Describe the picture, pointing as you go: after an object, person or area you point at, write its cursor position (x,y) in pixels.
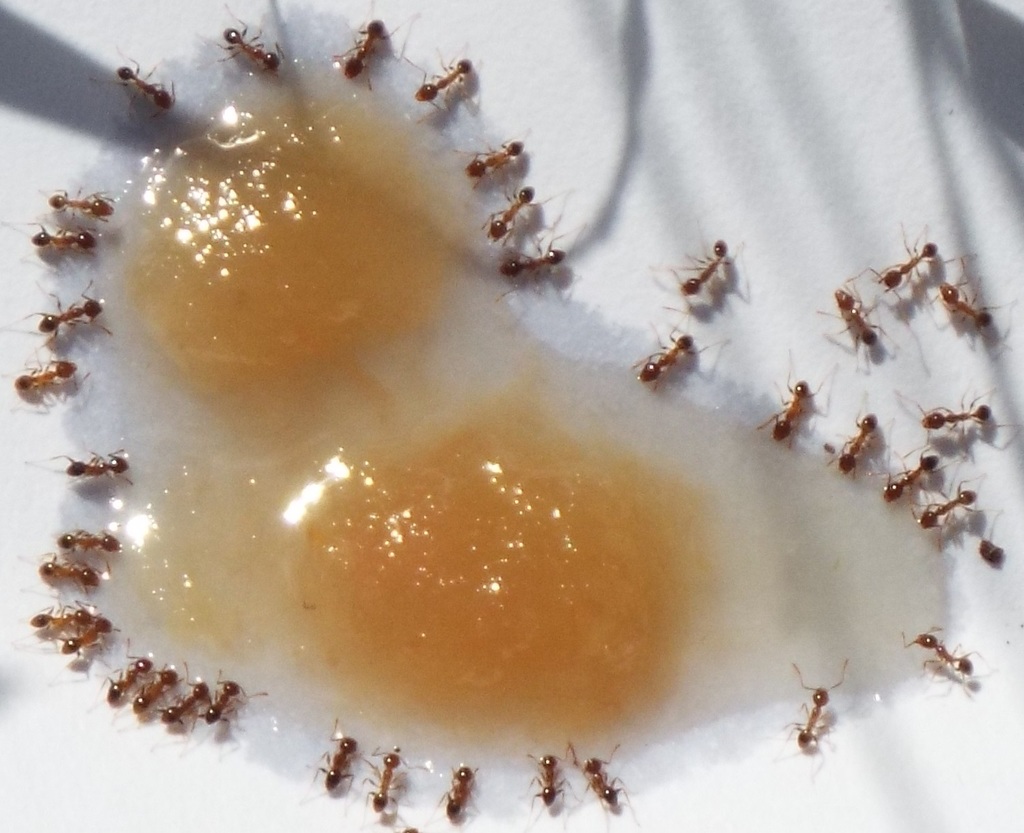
We can see food (449,199) and ants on the white surface (625,170).
